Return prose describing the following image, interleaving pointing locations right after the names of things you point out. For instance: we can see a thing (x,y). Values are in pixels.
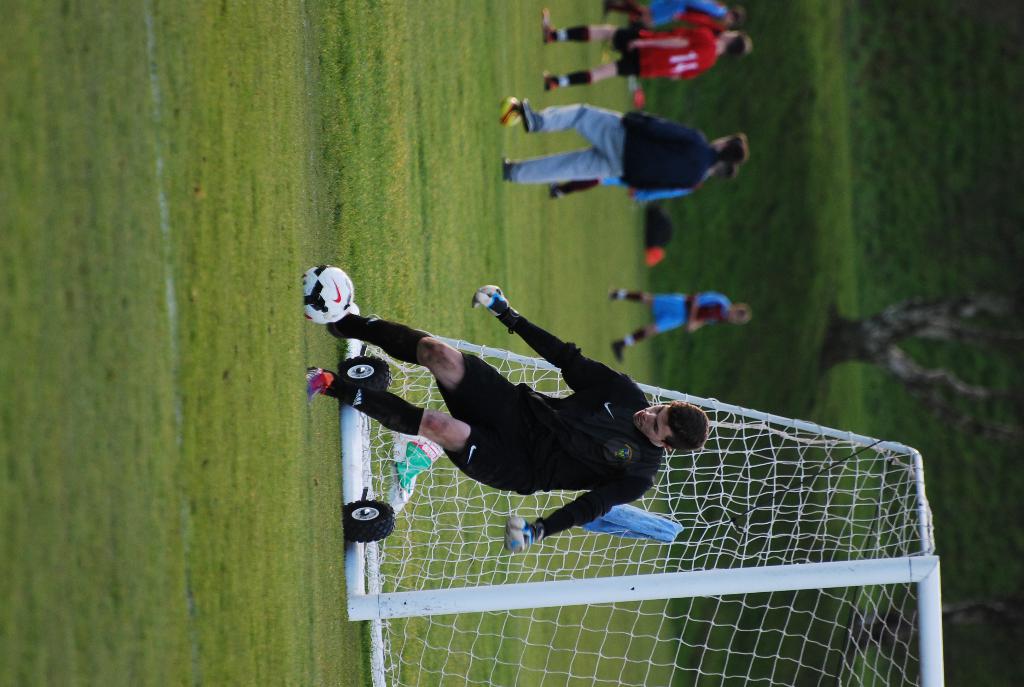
There is a boy (542,331) playing with a ball (336,287) and a net (679,511) in the foreground area of the image (462,374), there are people (692,179) and greenery (965,212) in the background (634,159).
